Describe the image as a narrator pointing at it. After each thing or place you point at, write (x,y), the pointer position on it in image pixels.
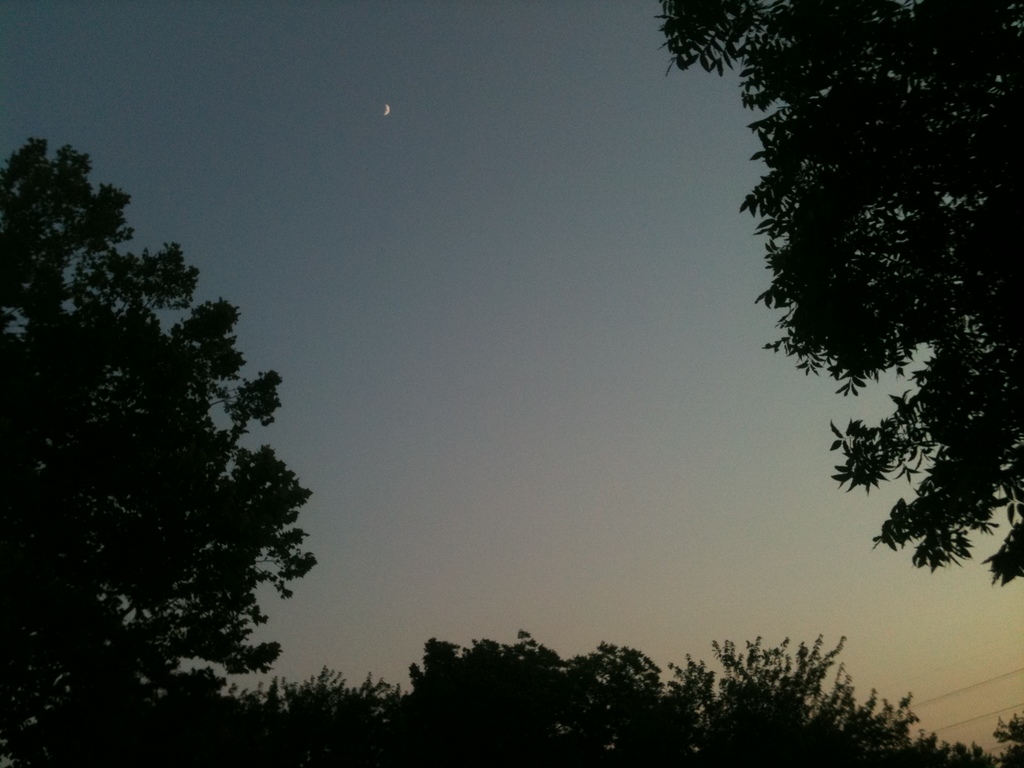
In this image there are trees (911,273) and we can see sky (525,447).
